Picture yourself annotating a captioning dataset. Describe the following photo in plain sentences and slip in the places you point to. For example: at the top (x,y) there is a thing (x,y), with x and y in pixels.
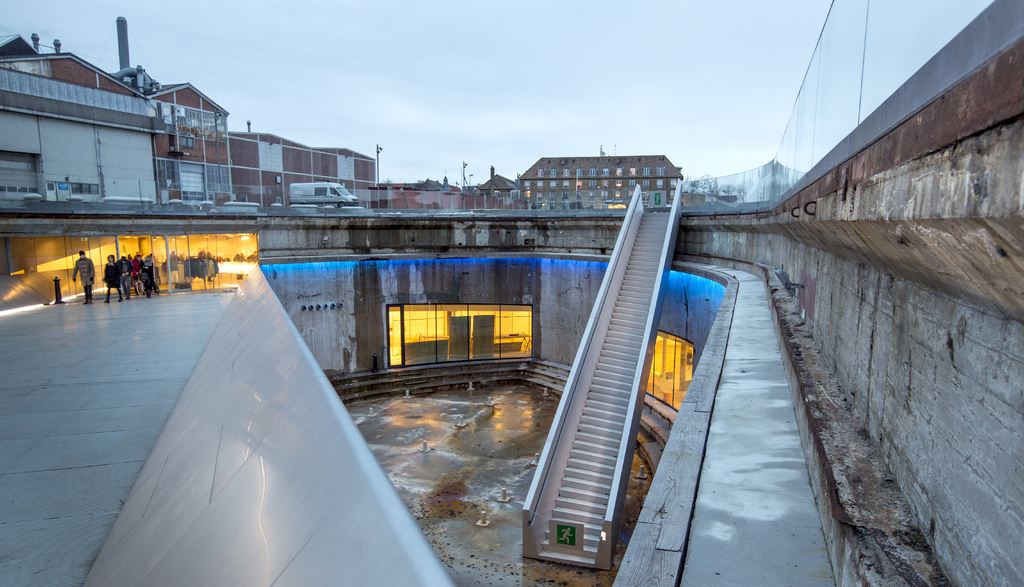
On the left (112,264) we can see group of peoples (149,259) who are walking near to the door (169,266). Here we can see stairs (617,510) and sign board (562,525). In the back ground (599,168) we can see buildings (615,188), street lights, tower (123,65), van (302,202), trees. On the top (635,27) we can see sky (610,14) and clouds (343,51).
